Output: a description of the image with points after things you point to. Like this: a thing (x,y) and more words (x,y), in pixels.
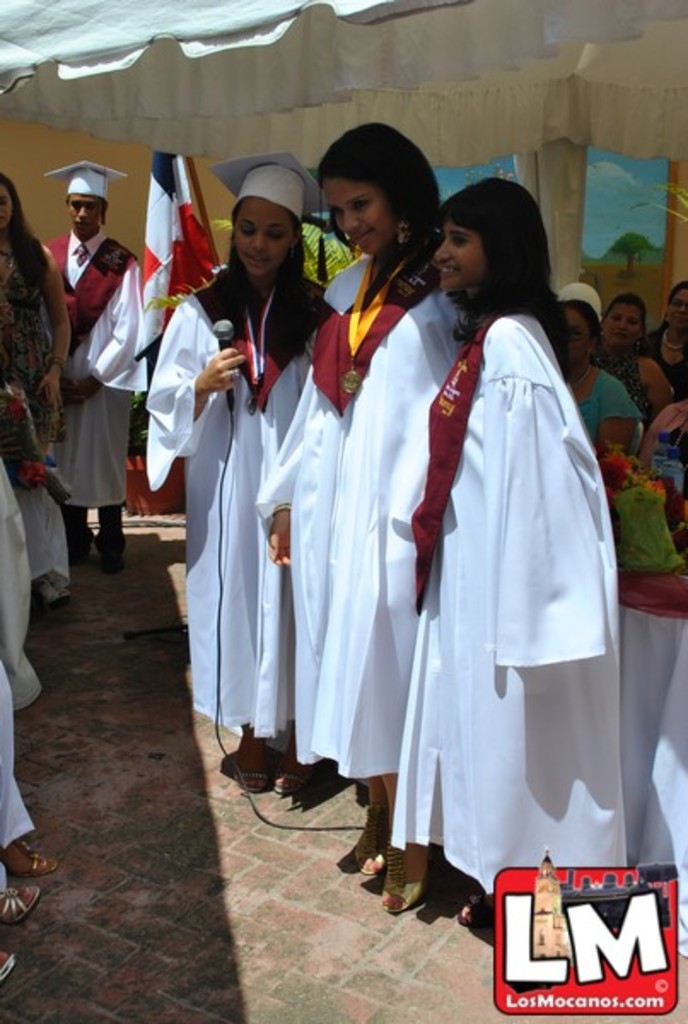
In this image I can see few people (275,565) are standing and I can see most of them are wearing white dress (330,575). Here I can see she is holding a mic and I can see two of them are wearing hats (77,176). In the background (183,169) I can see a flag (183,179) and here I can see watermark (552,929). I can also see smile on few faces (341,222).
